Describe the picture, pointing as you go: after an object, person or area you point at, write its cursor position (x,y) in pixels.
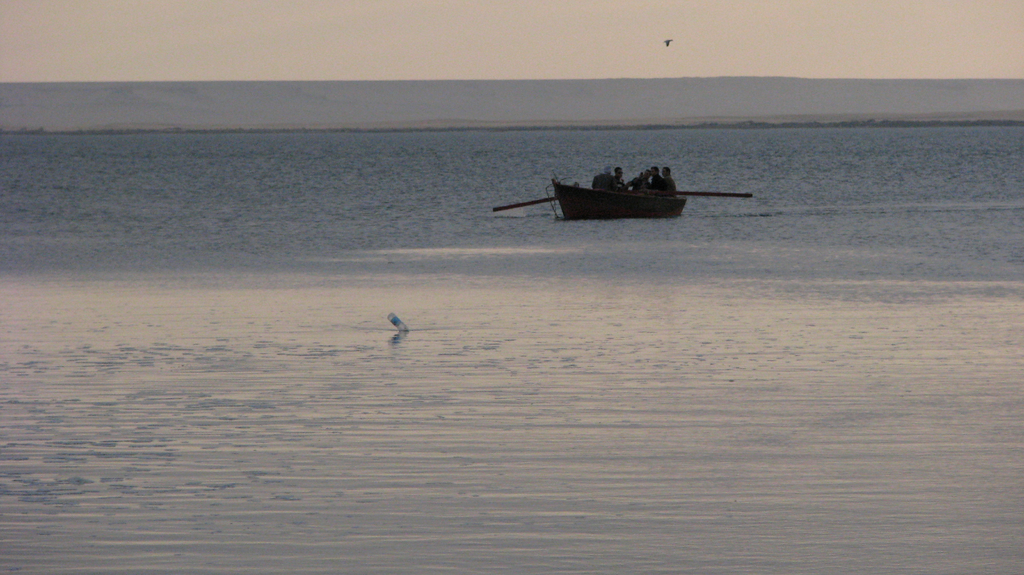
As we can see in the image there is water (310,174), few people (613,174) sitting on boat (618,205) and there is sky (432,23).
